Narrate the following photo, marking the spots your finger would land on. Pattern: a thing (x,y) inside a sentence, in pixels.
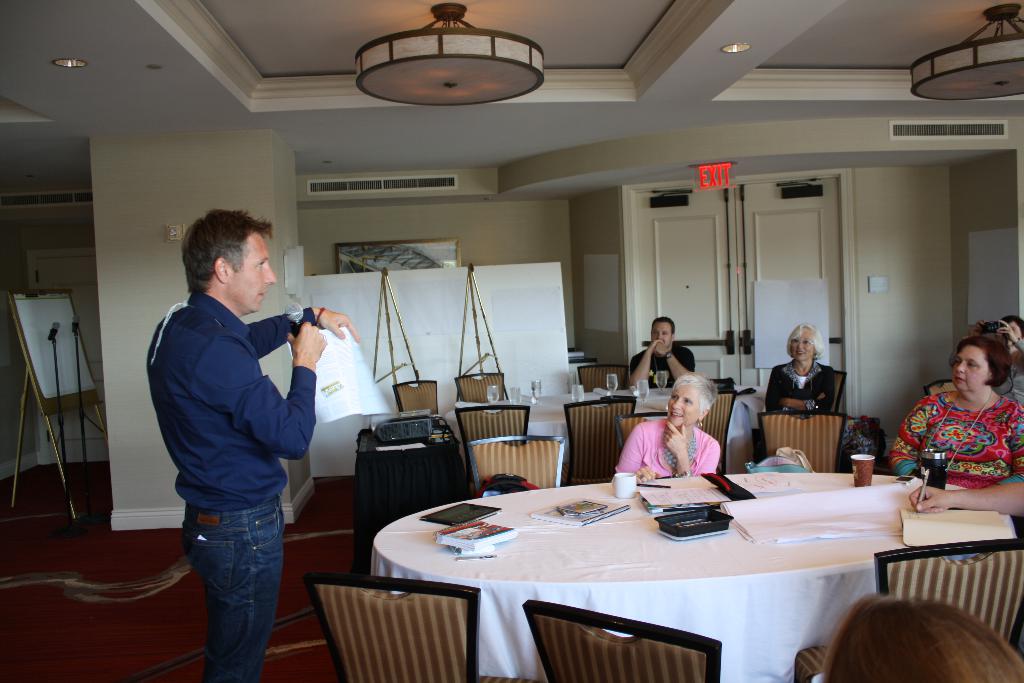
on the background (76,256) we can see white board (61,338), mike's (59,404), door (687,275) and exit board (710,174). This is a ceiling (589,85) and lights (450,53). Here we can see one man (182,400) standing by holding a mike (297,326) and a paper (332,351) in both hands (313,353). Here we can see few persons (910,447) sitting on chairs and on the table (750,565) we can see gadgets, books (584,514), pen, glasses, bottle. These are empty chairs (497,425).
